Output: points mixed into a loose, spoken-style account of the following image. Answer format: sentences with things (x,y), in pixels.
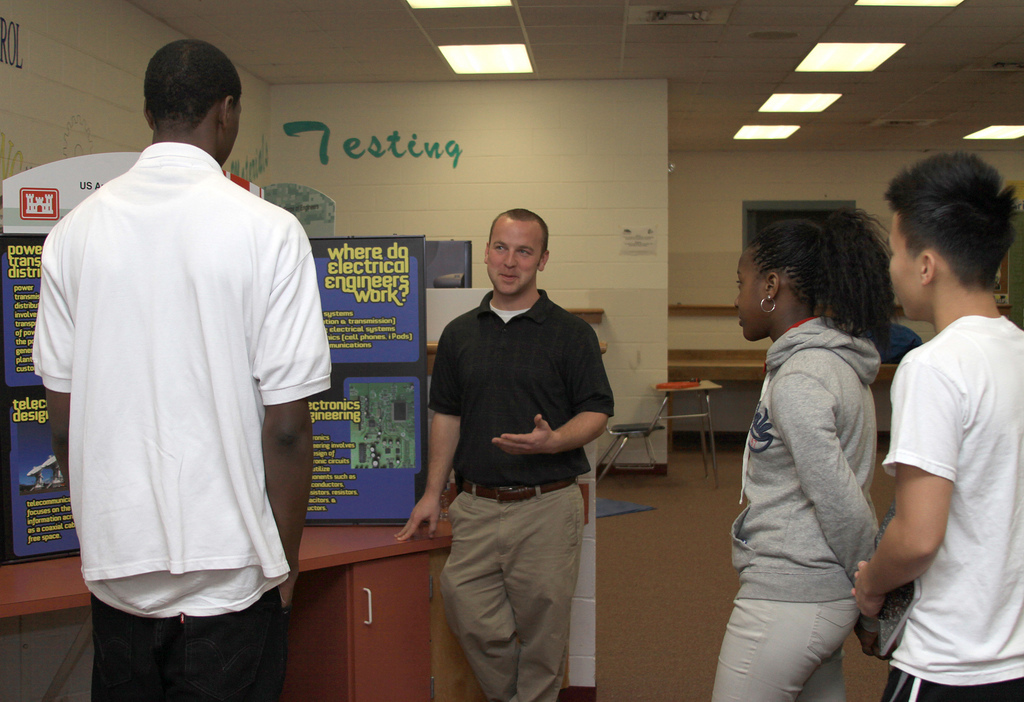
In this picture I can see there are four people (518,593) standing and there are some posters (367,356) and in the background (418,171) I can see there is a wall (514,159) and there are lights (811,100) attached to the ceiling (726,125).
